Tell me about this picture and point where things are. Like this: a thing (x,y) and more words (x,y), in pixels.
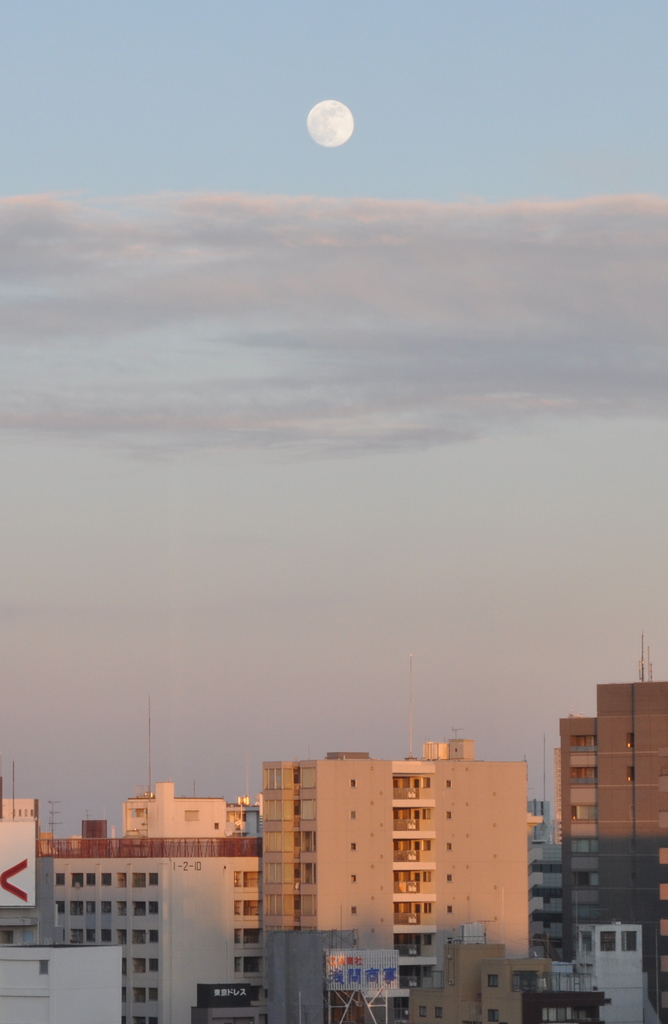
In this image at the bottom (341,908) there are some buildings (390,948), houses (460,903) and some poles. At the top of the image (390,236) there is sky (348,161) and moon (336,114).
